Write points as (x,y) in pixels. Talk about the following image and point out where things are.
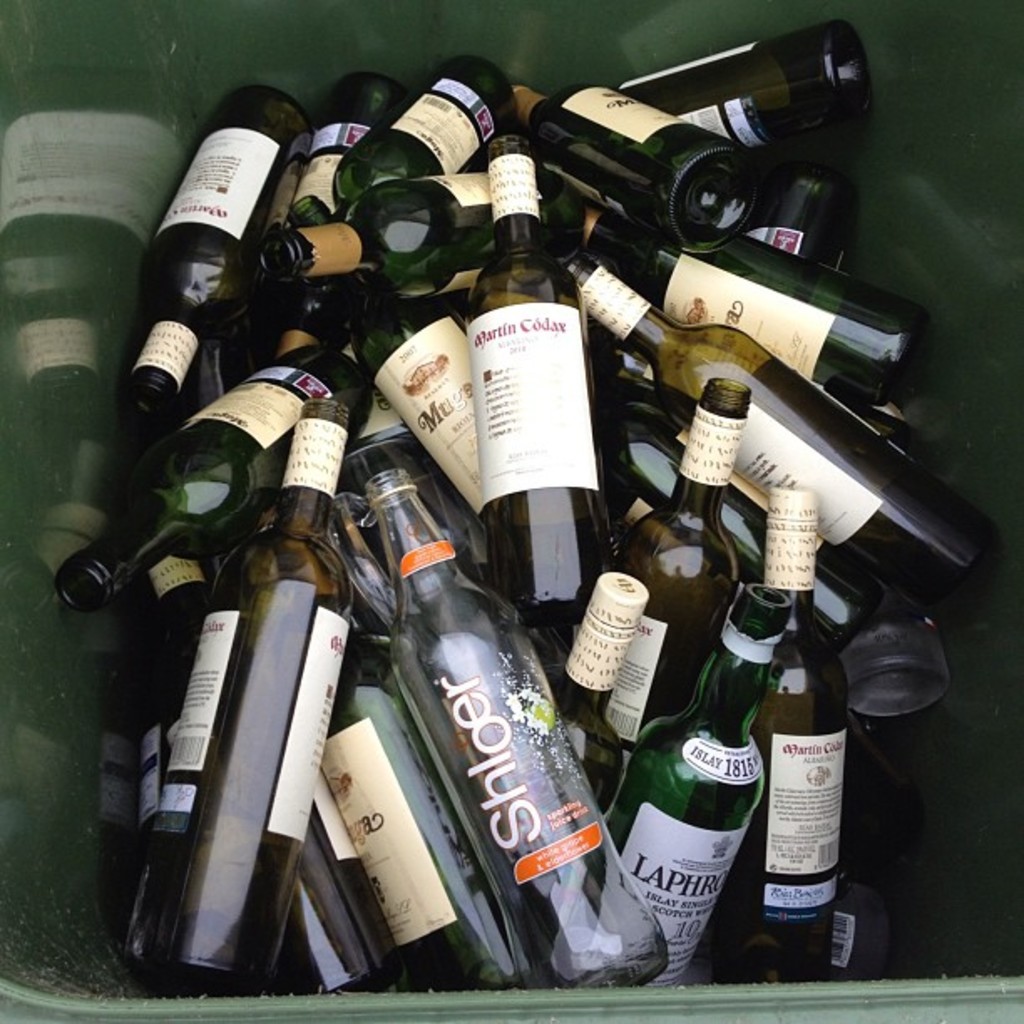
We can see group of bottles (517,590) in a container (419,45) and we can see stickers (460,361) on these bottles (438,449).
